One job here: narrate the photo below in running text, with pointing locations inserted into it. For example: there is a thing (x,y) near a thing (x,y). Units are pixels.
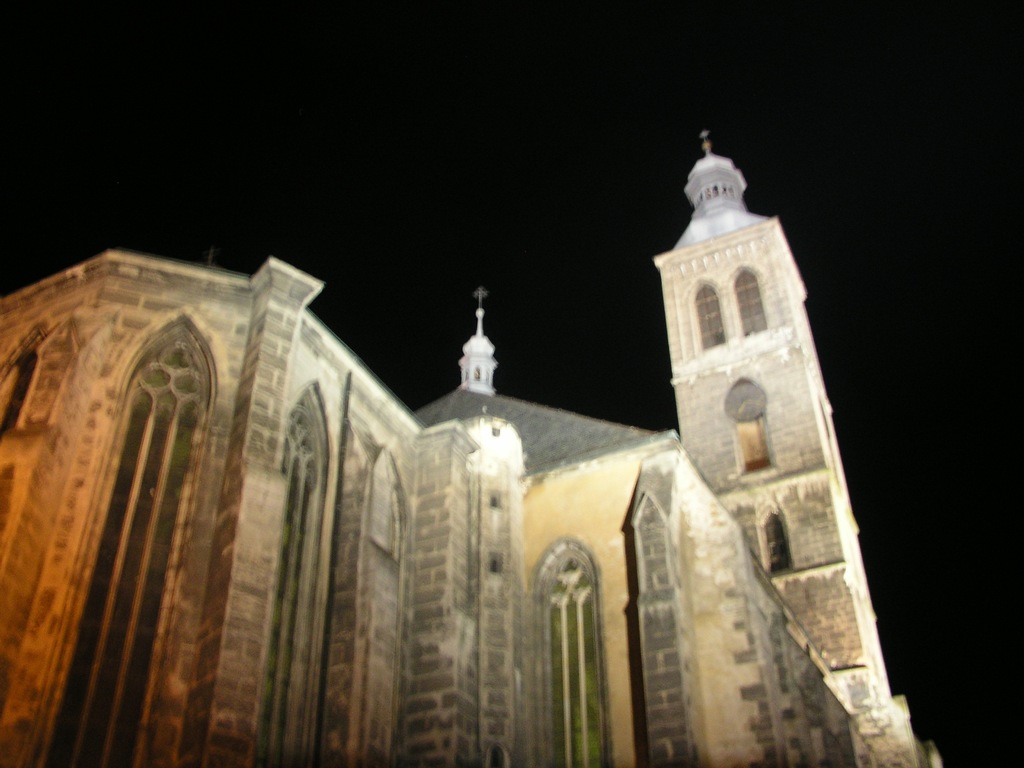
In the image there is a building (176,542) with walls (114,420), pillars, windows (120,481) and roofs (740,198). Behind the building (734,210) there is a black background (571,367).
